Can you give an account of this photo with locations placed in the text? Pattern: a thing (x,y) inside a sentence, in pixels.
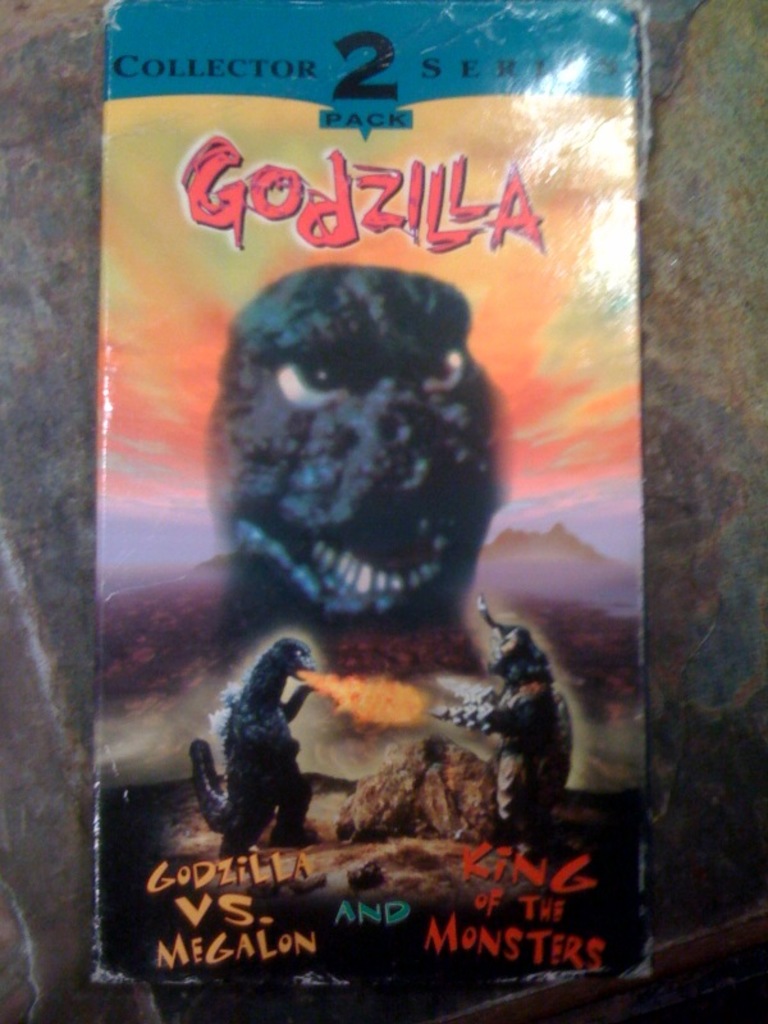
In the center of the image (362,583) there is a VHS box (303,726). On the box (281,721), we can see one picture (335,386). On the picture (403,442), we can see monsters (432,403) and some text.
